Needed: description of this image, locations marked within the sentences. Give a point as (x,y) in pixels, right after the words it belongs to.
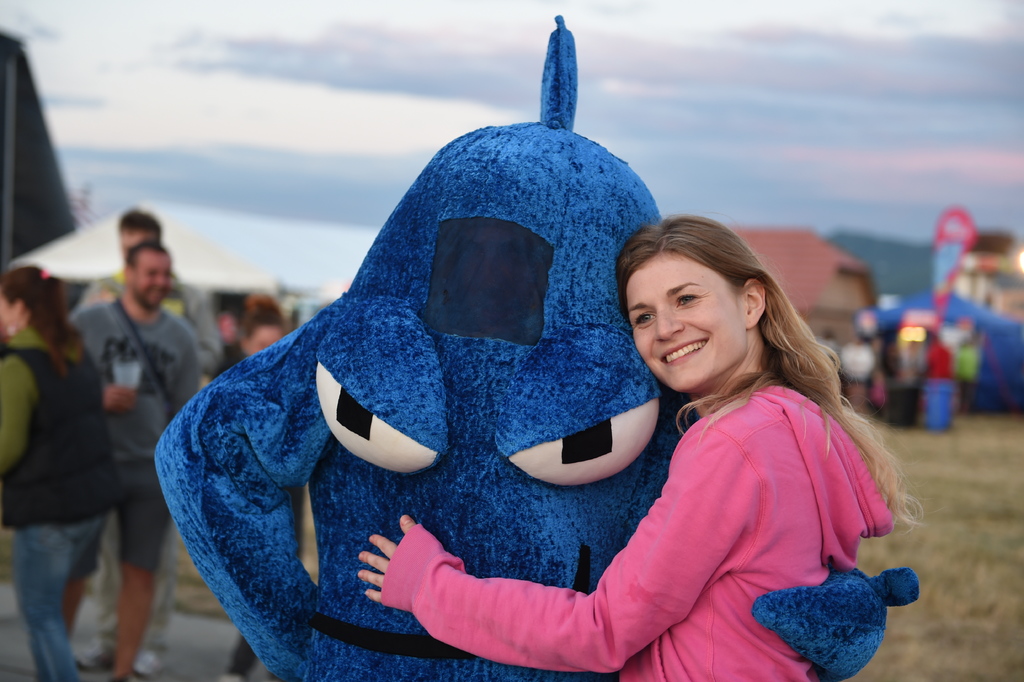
In this picture there is a woman (745,468) who is standing near to this blue color cloth (573,394). In the back (3,420) I can see many people (2,436) who are standing. In the background (795,246) I can see the buildings (1001,263), mountain (921,292) and trees (876,269). At the top (348,55) I can see the sky (347,56) and clouds (357,72).
